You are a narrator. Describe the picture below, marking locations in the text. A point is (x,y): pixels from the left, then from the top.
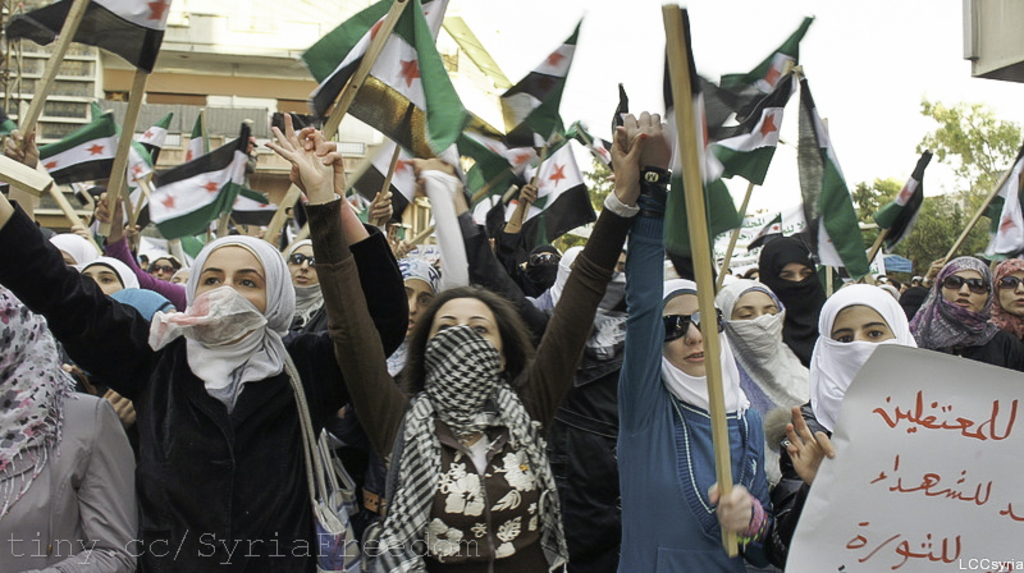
In this image, we can see a group of people (515,344) standing and holding flags (714,417) and charts (901,484) in their hand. On the right side (970,19), we can see a building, trees (985,163). In the background (3,85), we can also see another building (488,111). At the top (830,110), we can see a sky (884,17).
